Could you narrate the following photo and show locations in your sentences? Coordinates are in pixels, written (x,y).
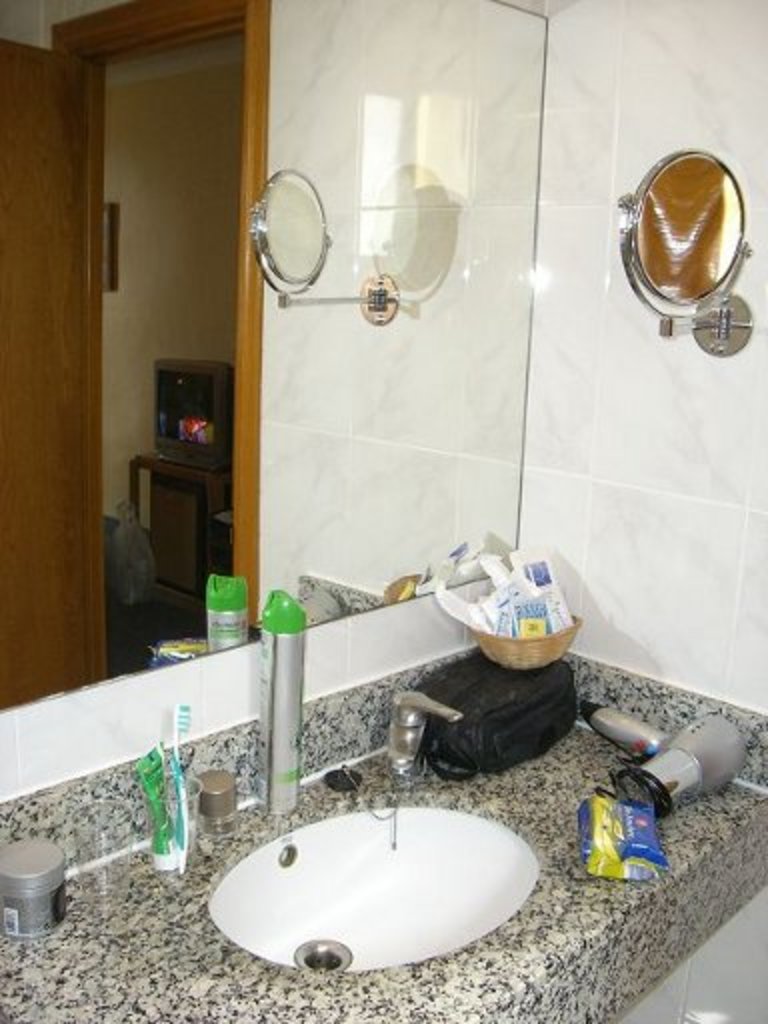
In this image we can see wash basin (288,872), toothbrush (183,729) and paste (156,848) kept in the glass (163,872), bottles (29,896), tap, hair dryer (656,749), bag (439,767) and a few things (541,611) kept here. Here we can see the mirror (352,399) to the wall (196,729) through which we can see wooden door (68,476), television (207,440) kept on the table (145,499) and photo frame (114,260) on the wall (144,249) in the background (107,267).
